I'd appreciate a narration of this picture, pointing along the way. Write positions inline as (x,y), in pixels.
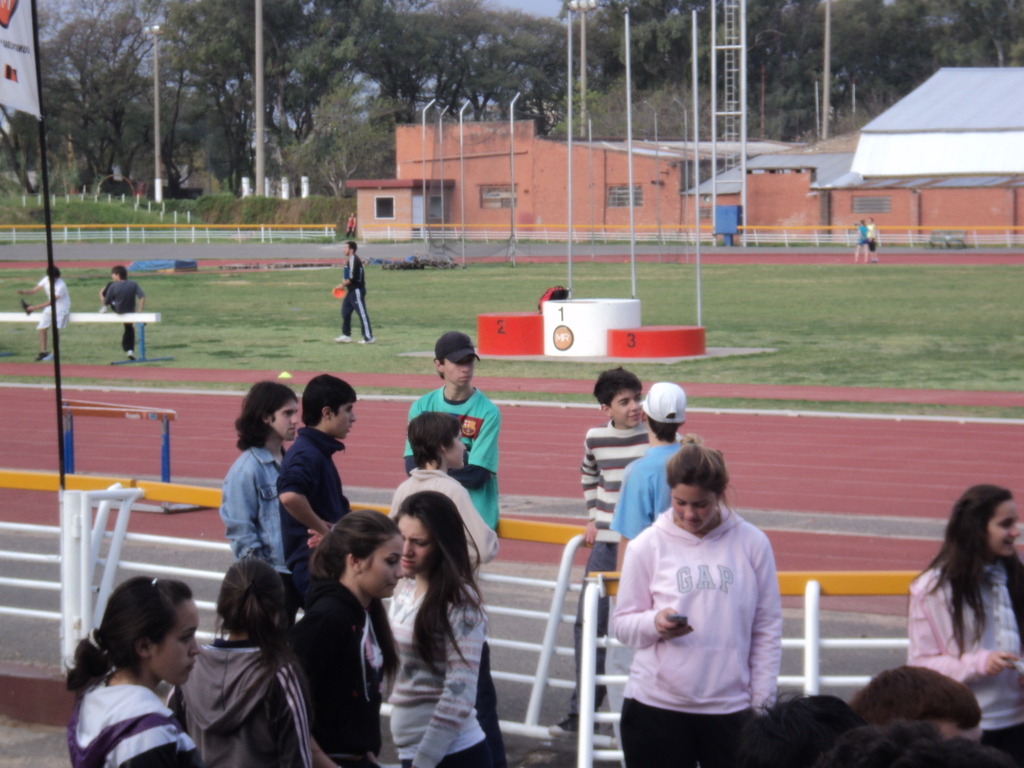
In this image, we can see people (450,408) standing and some are wearing caps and some are holding objects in their hands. In the background (300,145), there are trees (409,106), sheds (817,151), poles (260,62), lights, railings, rods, hurdles (132,320) and we can see a flag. At the bottom (12,570), there is ground (793,410).
